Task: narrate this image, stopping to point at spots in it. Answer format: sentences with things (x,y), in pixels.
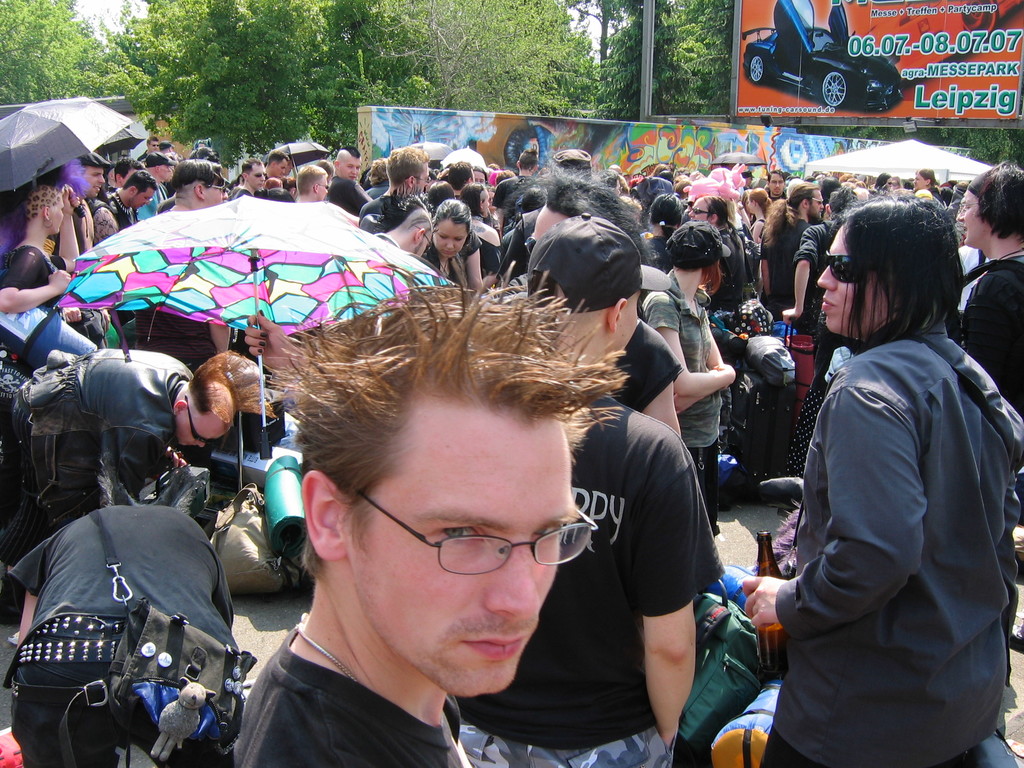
There are group of people (682,175) and we can see umbrellas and bags (192,509). We can see hoarding (834,85), tent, wall (497,148) and pole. In the background (531,3) we can see trees (633,1) and sky (573,20).
